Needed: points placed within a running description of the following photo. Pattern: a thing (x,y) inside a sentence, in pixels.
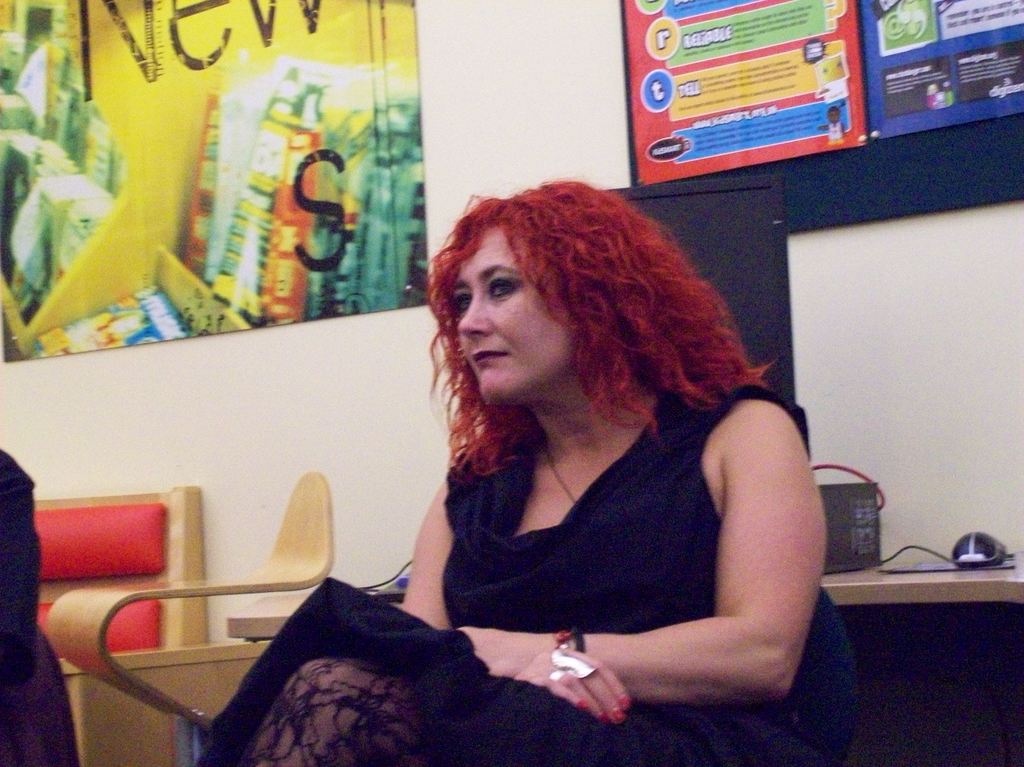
In this image there is a person (640,607) who is wearing a black color dress (664,506) at the left side of the image (334,205) there is a board (263,143) and at the right side of the image (854,123) there is a board (953,155) and at the bottom right side of the image (966,557) there is a mouse (972,563) which is placed on the table (888,582) and at the left side of the image (130,550) there is a chair (174,553).
